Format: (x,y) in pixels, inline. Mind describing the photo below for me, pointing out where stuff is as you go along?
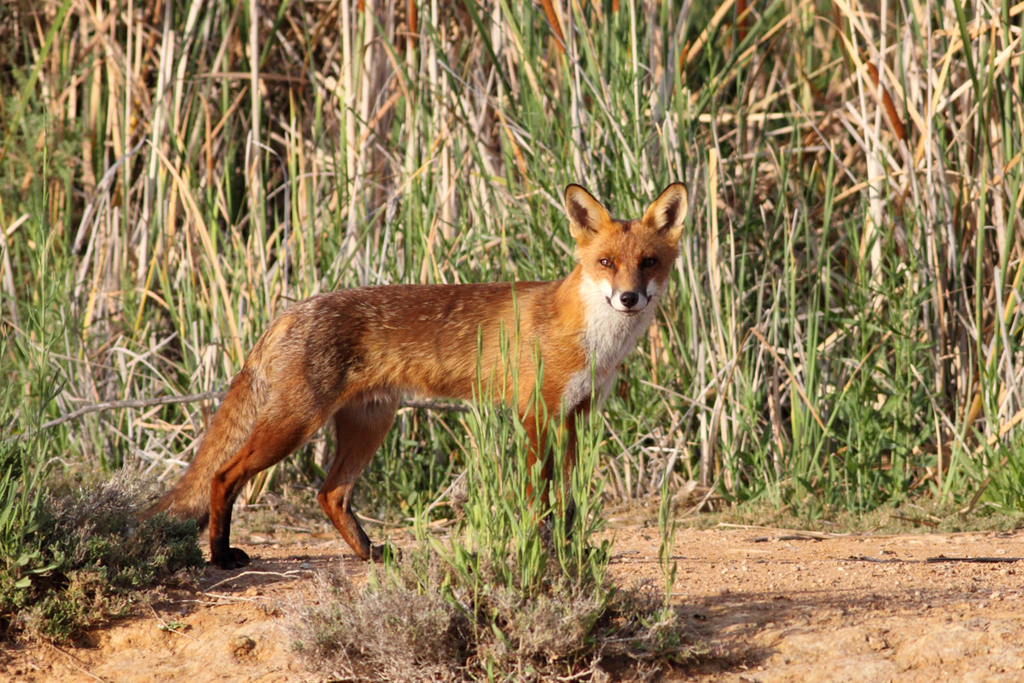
Here I can see a fox (292,423) on the ground (246,577), which is facing towards the right side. In front of this there are some plants (81,551). In the background (407,111), I can see the grass (807,284) in green color.
